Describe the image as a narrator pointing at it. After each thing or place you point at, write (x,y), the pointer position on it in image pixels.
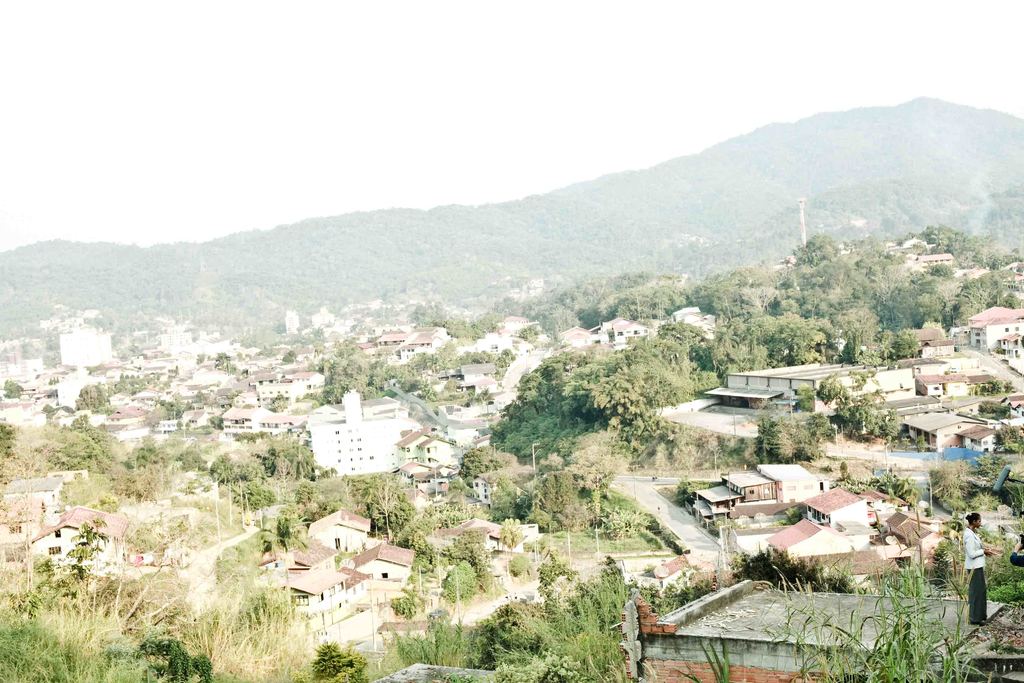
In this image we can see a group of buildings (370,408), houses (427,428) with roof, the pathway (616,477), some poles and a group of trees (621,449). On the right bottom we can see a person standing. On the backside (398,87) we can see the hills (669,230) and the sky (392,113) which looks cloudy.
